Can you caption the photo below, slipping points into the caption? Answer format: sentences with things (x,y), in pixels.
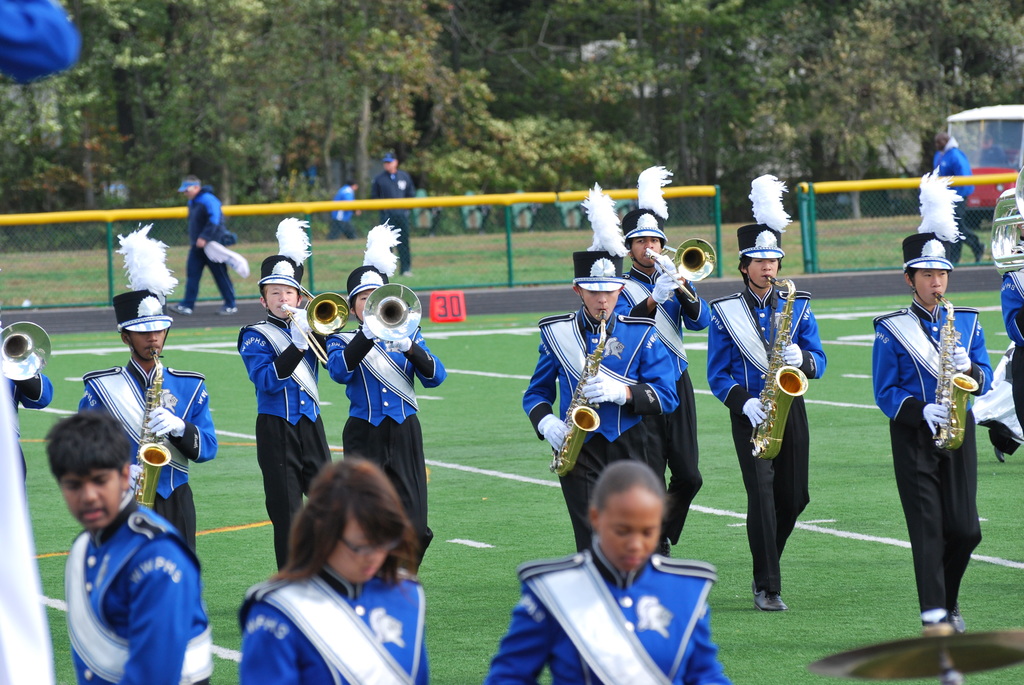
In the picture we can see group of people (197,419) wearing blue and black color dress (311,405) playing trumpet (43,347) and walking along the ground (74,411) and in the background (615,135) there is fencing (870,212), there are some trees (321,131).
